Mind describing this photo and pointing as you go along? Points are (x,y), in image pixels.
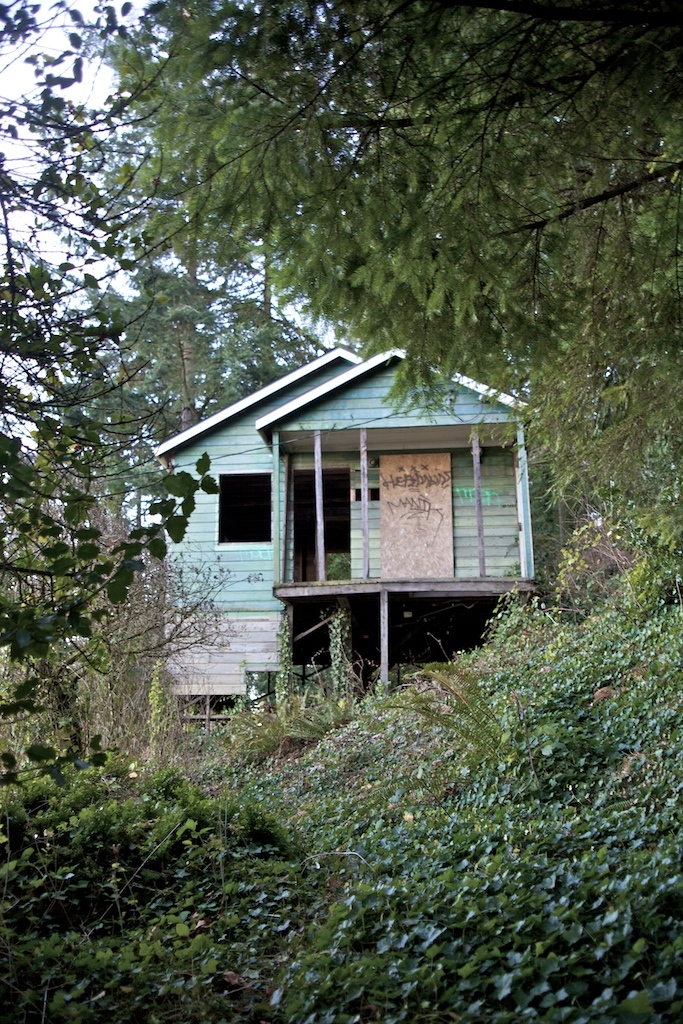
In this image, we can see some plants (361,798) and trees (228,237). There is a shelter house (330,470) in the middle of the image (378,621).
